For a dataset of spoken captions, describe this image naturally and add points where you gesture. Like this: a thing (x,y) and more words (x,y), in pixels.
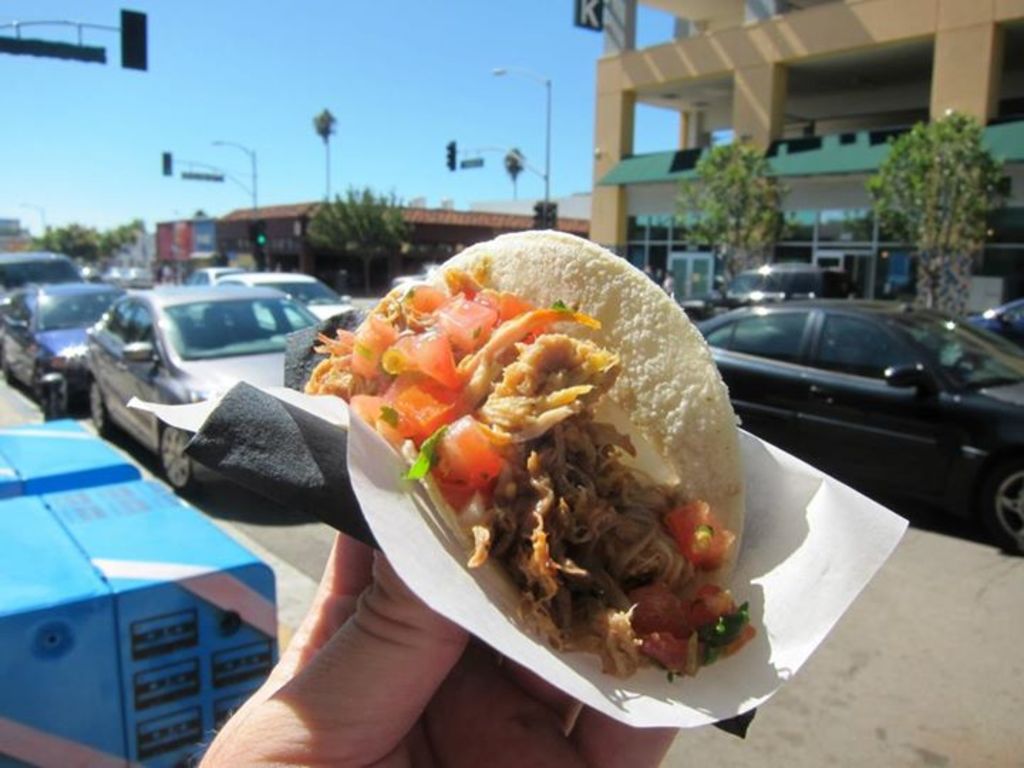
In this image I can see at the bottom (514,621) a human hand (375,599) is holding the food (571,503), in the middle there are vehicles (108,327) on the road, in the background (393,269) there are trees (732,239) and buildings (383,267). At the top (374,107) there is the sky (373,121).
